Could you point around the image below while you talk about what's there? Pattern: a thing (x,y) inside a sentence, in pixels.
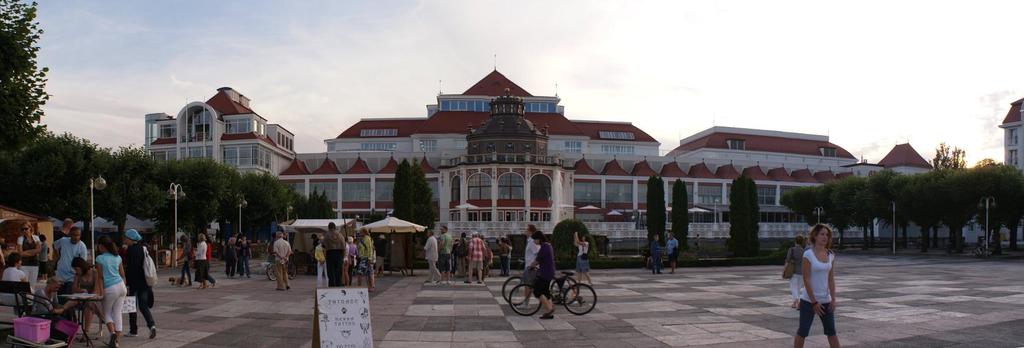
In this image we can see a few people (488,263), some of them are holding bicycles (562,290), some people (96,288) are sitting on the chairs (18,302), there is a board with text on it, there is a box (30,323) on the chair (32,306), there are light poles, a house (365,199), trees (123,168), plants (682,192), tents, also we can see the sky (760,77).
